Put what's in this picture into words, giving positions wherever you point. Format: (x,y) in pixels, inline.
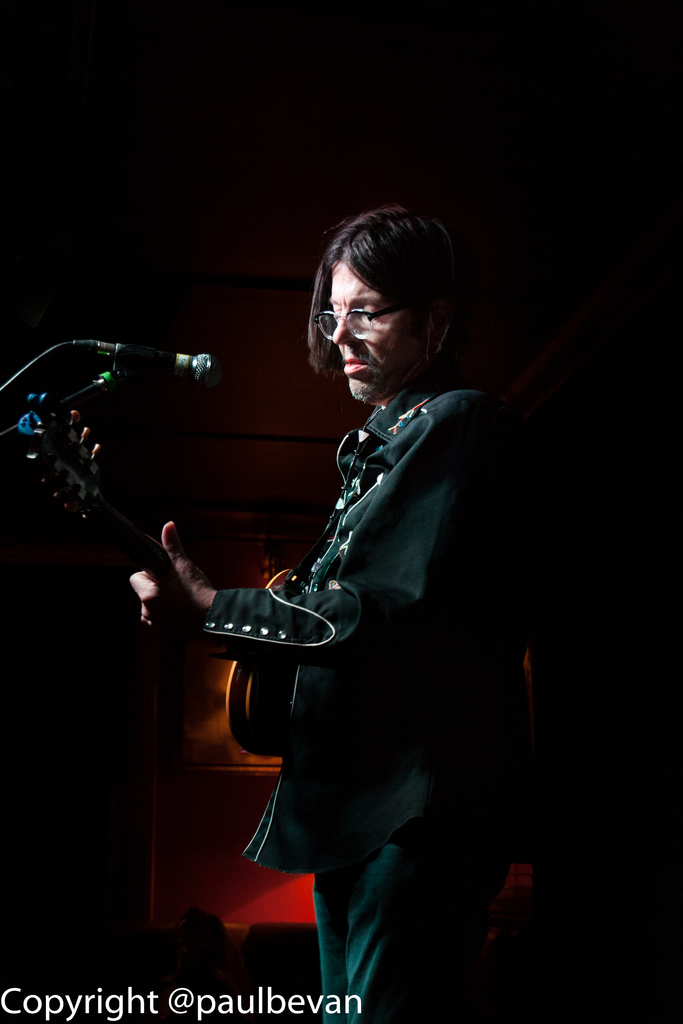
In this image a man (415,809) is standing and holding a guitar (160,549) in his hand (181,608). At the background (305,483) there is a wall (535,323). In the left side of the image (188,355) there is a mic (183,362).
